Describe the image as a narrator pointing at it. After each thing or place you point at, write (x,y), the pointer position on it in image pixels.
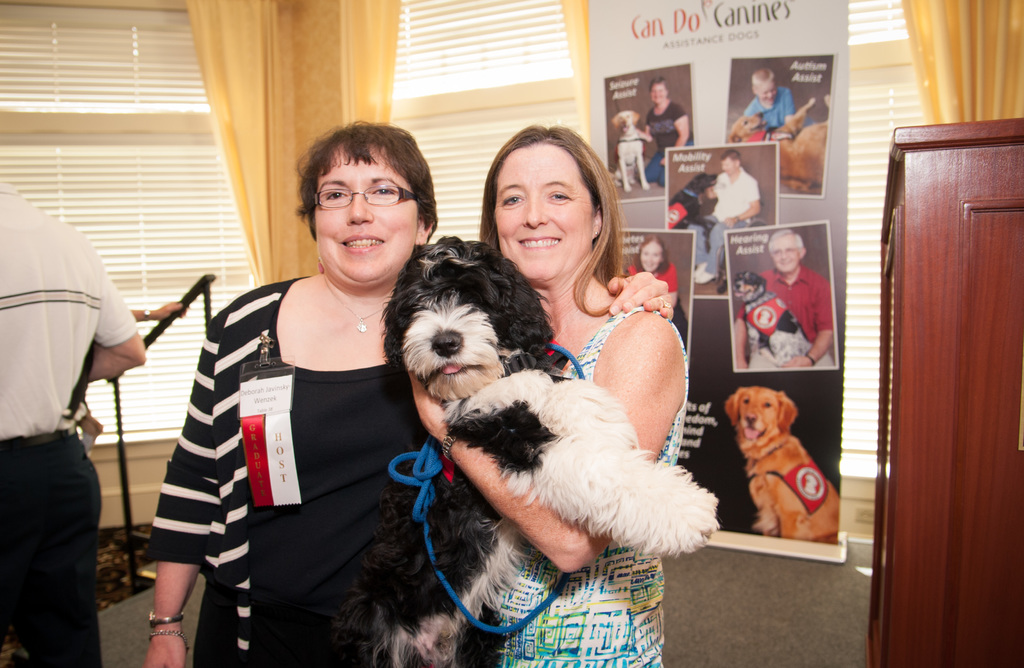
There are two ladies (329,236) and the lady (552,240) standing in the right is holding a dog (513,432) in her hand (490,461) and the lady (340,302) standing in the left (302,384) is placed one of her hand (635,275) on beside lady (598,322) and there is a person (51,334) standing behind them.
